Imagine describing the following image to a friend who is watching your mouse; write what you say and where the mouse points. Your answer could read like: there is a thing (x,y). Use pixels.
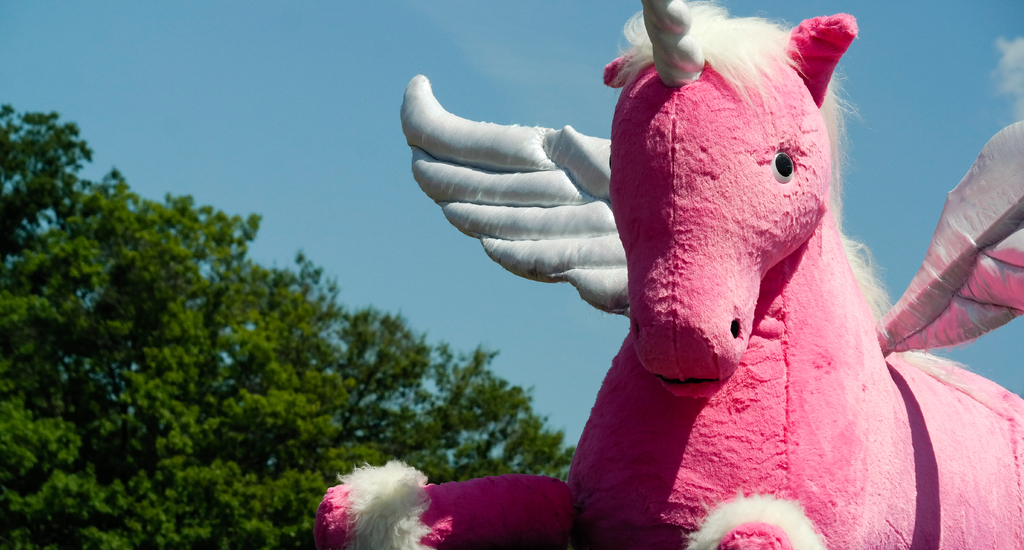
In this image we can see a pink color unicorn statue (741,342). Behind trees (186,351) are there. The sky (283,143) is in blue color.
